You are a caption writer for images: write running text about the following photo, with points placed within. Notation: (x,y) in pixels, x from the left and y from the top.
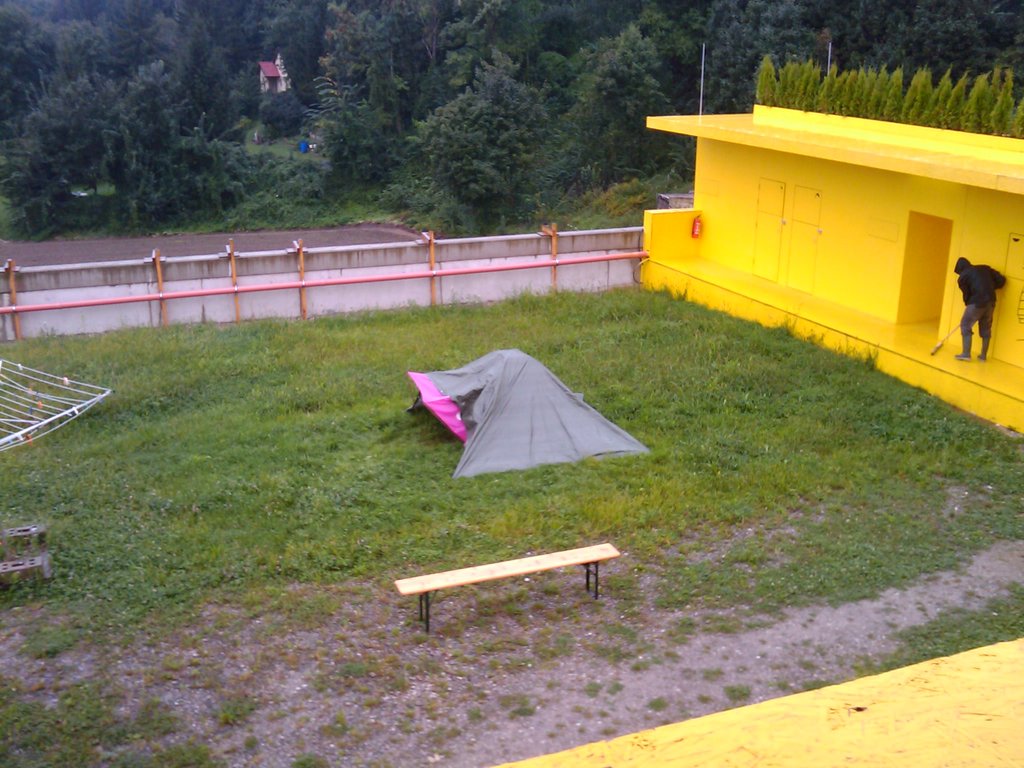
In this image i can see a person (973,309) standing at the right side of the image (980,283) near the building (835,267) and at the middle of the image (514,407) there is a cover (505,428), bench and there is a fencing (246,283) and at the background of the image (336,172) there are trees (273,127) and a house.
